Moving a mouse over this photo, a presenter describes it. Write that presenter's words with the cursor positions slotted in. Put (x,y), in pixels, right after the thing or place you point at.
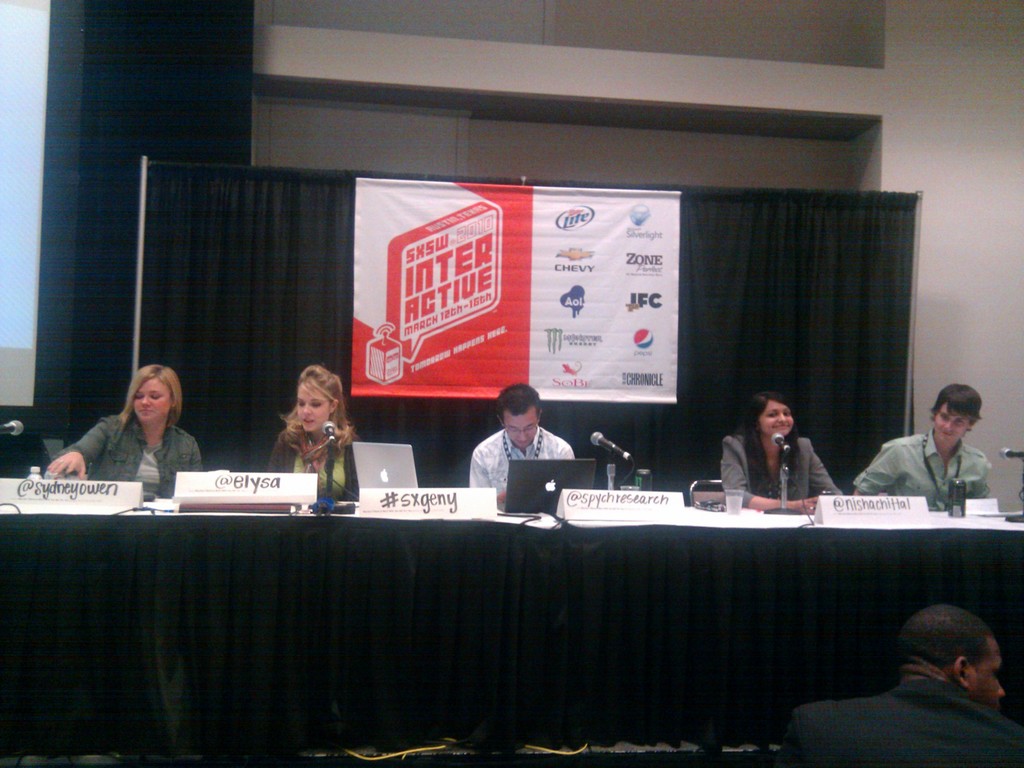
In this image I see 3 women (777,421) and 2 men (963,477) who are sitting and I see the tables (55,514) on which there are laptops (403,474), mics (334,511) and name boards (58,502) and I see that these both are smiling and I see another man (949,750) over here. In the background (201,174) I see the black cloth (328,272) on which there is a banner (462,255) and there is something written on it and I see logos (575,255) and I see the wall (612,148) and I see the projector screen (39,45) over here.
